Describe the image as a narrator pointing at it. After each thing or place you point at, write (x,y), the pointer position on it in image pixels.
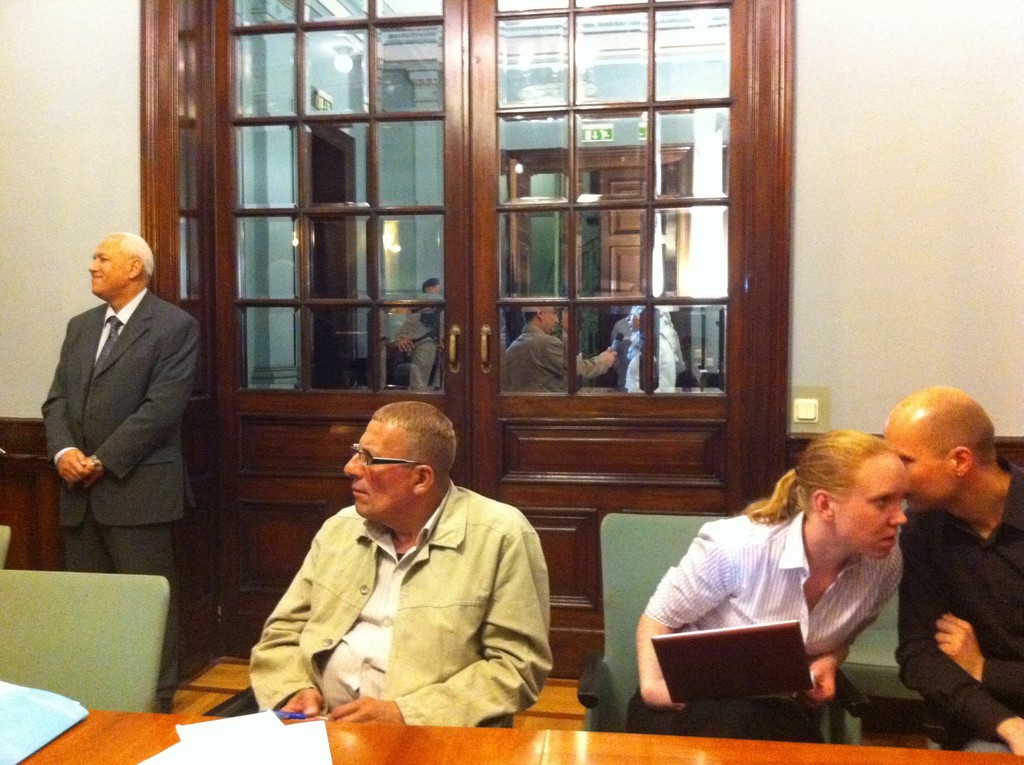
Two men (355,454) are sitting in chair (642,531) with a girl (821,603) in between them. A man (135,387) standing at door (236,305). Few people (537,329) outside the door (594,335).
